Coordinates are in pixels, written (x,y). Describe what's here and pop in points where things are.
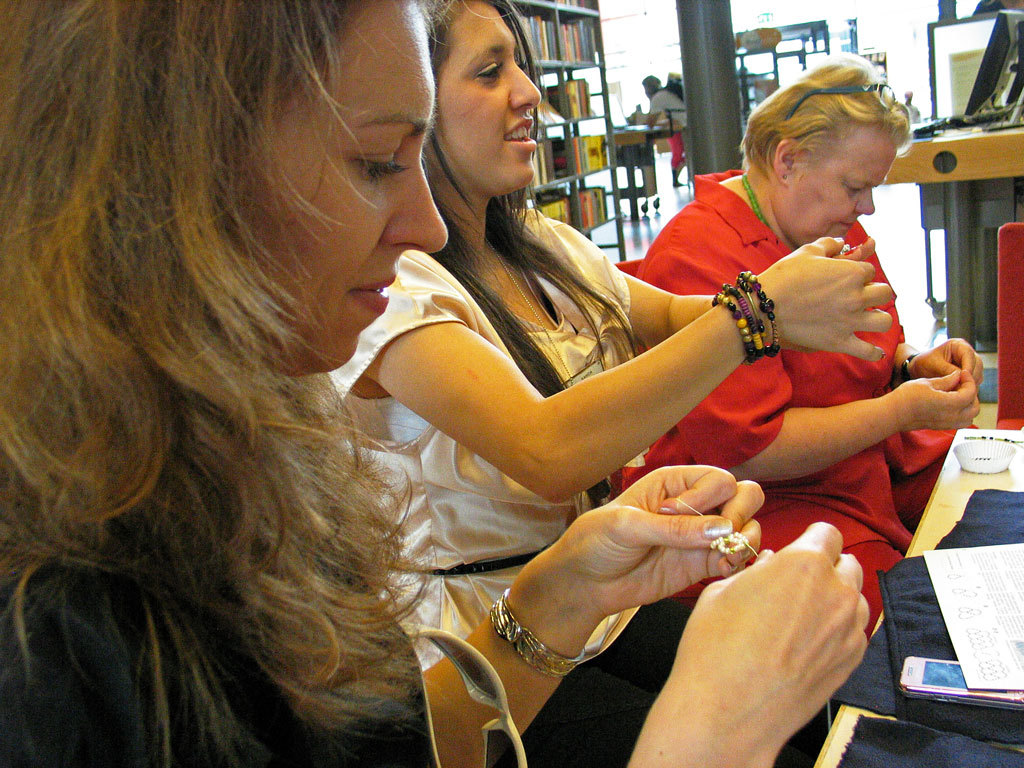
In this image we can see these three women (878,428) are holding some objects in their hands (817,285) and sitting. Here we can see mobile phone (1016,698), papers (1012,666) and few more objects (982,457) are kept on the table (947,515). In the background (761,50), we can see the pillar (699,151), books (547,150) kept in the shelf (581,182), we can see a few people (663,104) sitting on the chairs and we can see a table (988,143) here.
